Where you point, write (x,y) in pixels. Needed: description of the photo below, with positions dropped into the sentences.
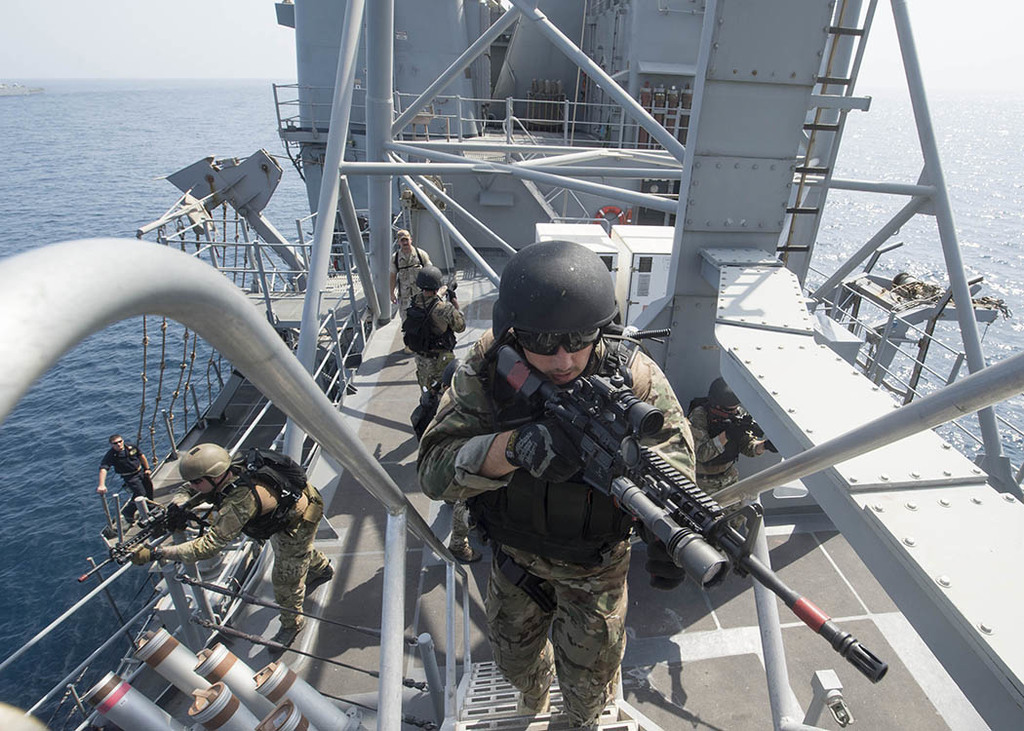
In this image I can see water (71,546) and here I can see number of people (511,509) are standing. I can see all of them are wearing uniforms (446,393) and few of them are wearing helmets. I can also see few of them are holding guns (760,576).
